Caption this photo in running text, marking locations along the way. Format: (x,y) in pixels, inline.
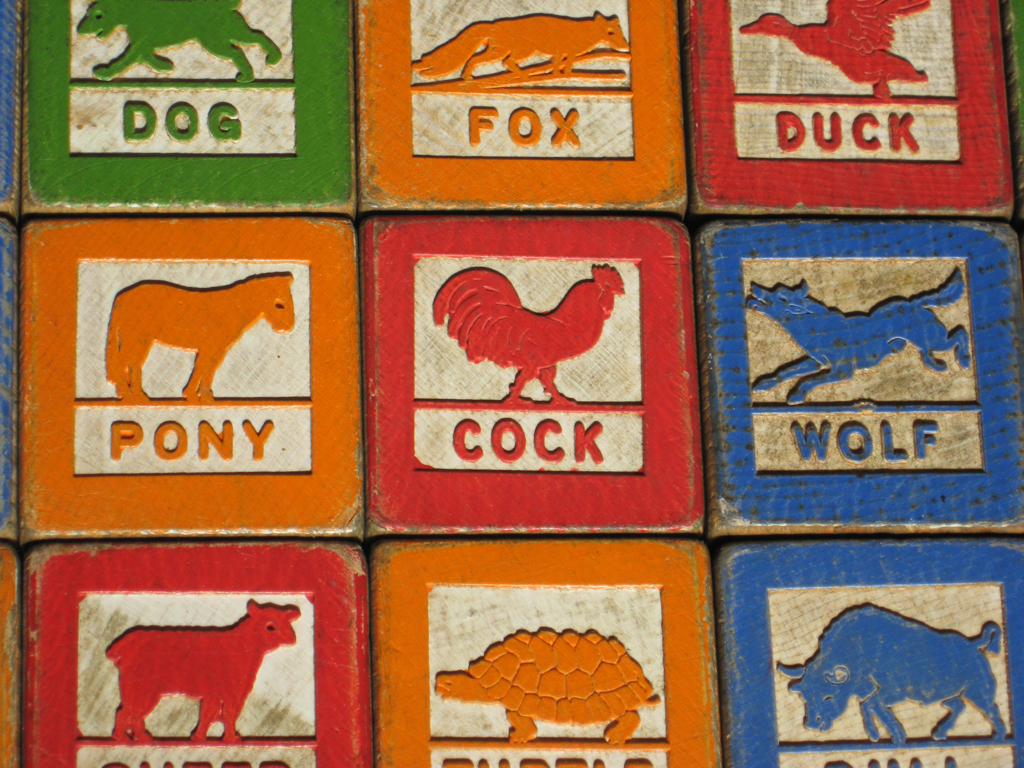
In this picture there are boxes (484,121) and there are pictures (86,690) of animals (139,710) and there are pictures (516,298) of birds (505,317) on the boxes (701,87).
